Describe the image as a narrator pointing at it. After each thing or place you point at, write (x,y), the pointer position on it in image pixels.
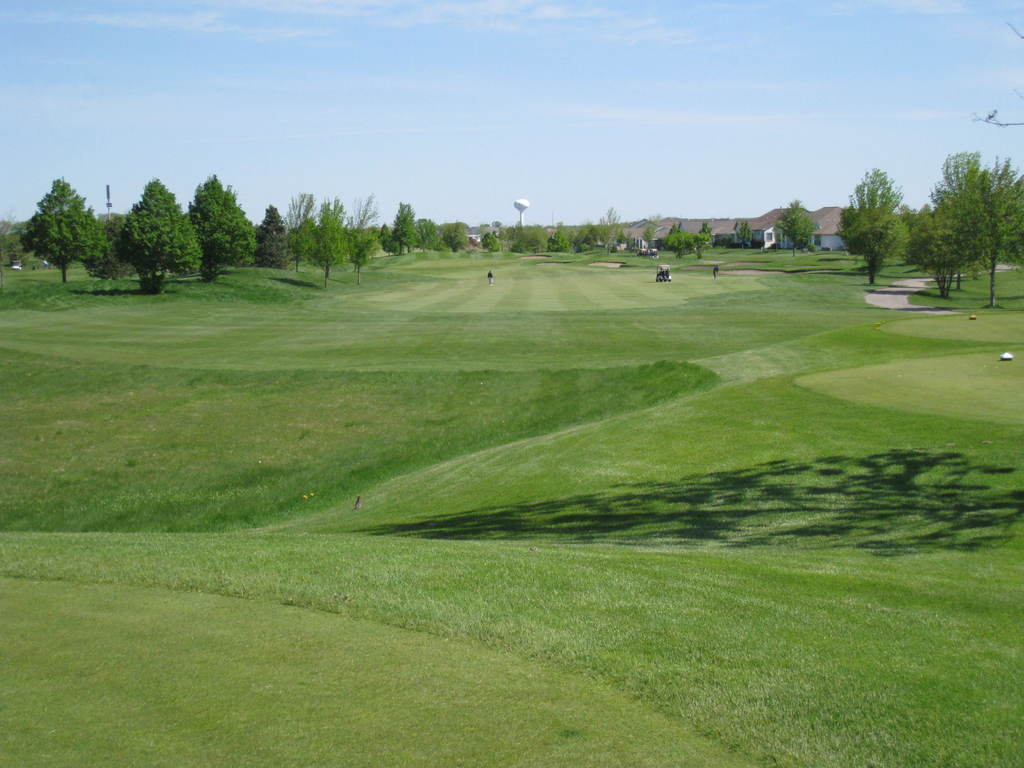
In this image people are walking on the grassland (697,436). Middle of the image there is a tower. There are trees (977,228) on the grassland (749,266). Behind there are houses (767,232). Top of the image (802,200) there is sky (754,128). Right side (910,291) there is a path (896,299).
